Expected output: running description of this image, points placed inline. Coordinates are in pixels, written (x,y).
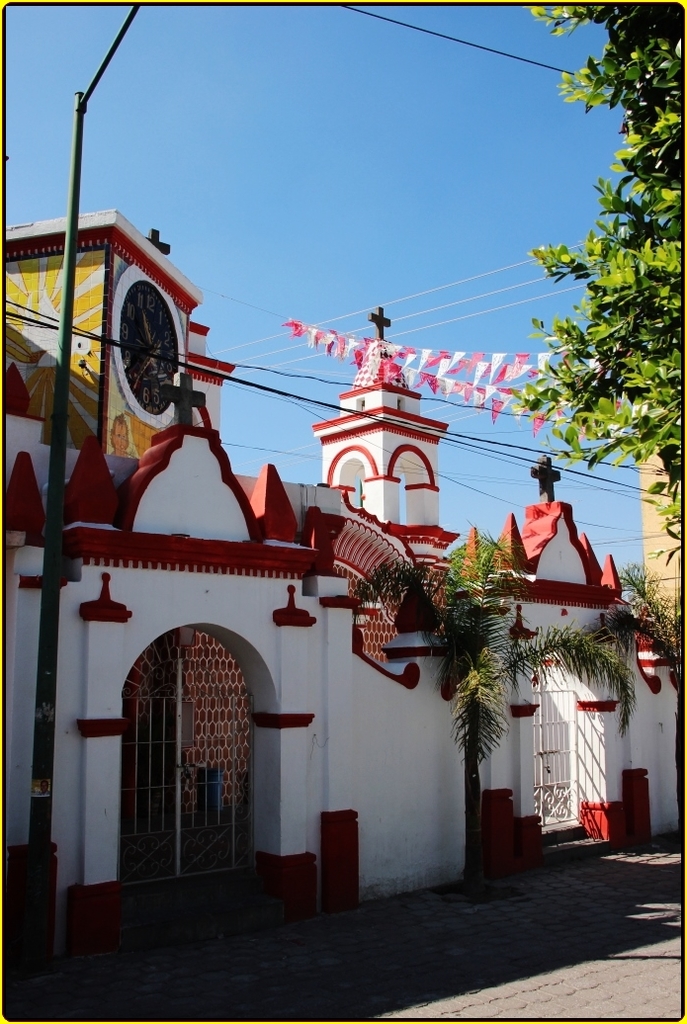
In this image we can see white color wall (284,739), gate (241,739), clock (135,341) to the tower (115,291), pole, wires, trees (645,305), decoration flags (459,363) and the blue sky (420,74) in the background (304,114).
